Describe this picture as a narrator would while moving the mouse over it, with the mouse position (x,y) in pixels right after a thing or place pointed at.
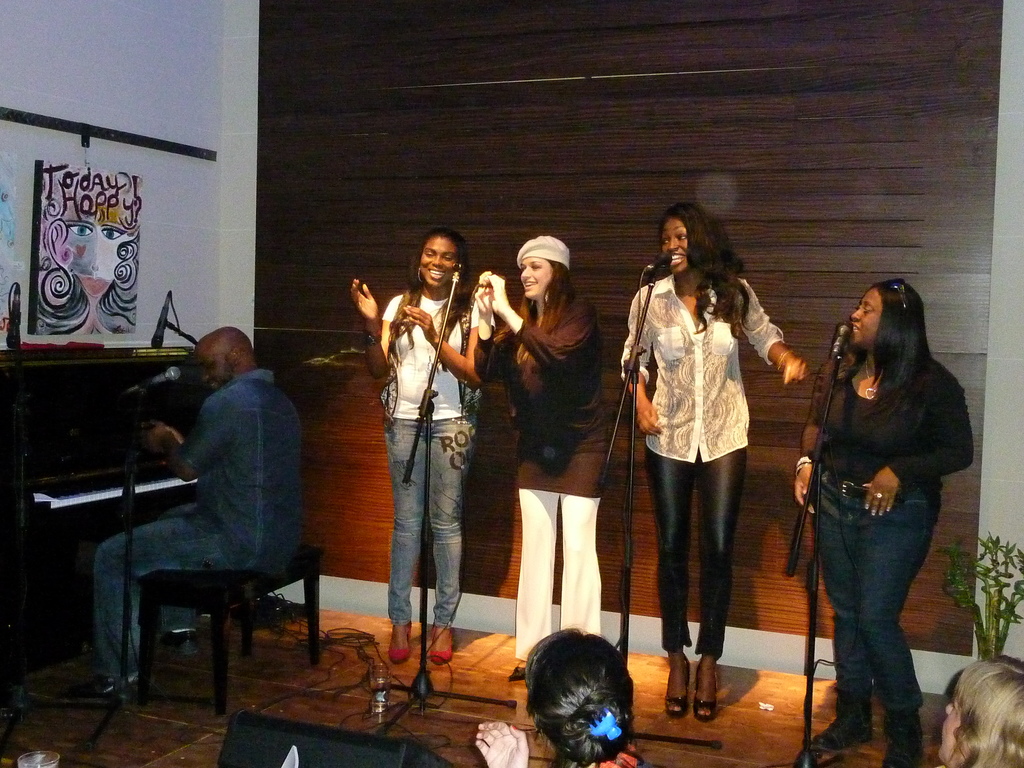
In this image we can see some people (574,343) standing. And we can see some (212,447) sitting. And we can see the microphones (834,357) in front of them. And we can see some musical instruments (181,408). And in the background (603,105), we can see the wooden wall (935,162). And we can see the frame (90,202) on the wall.
